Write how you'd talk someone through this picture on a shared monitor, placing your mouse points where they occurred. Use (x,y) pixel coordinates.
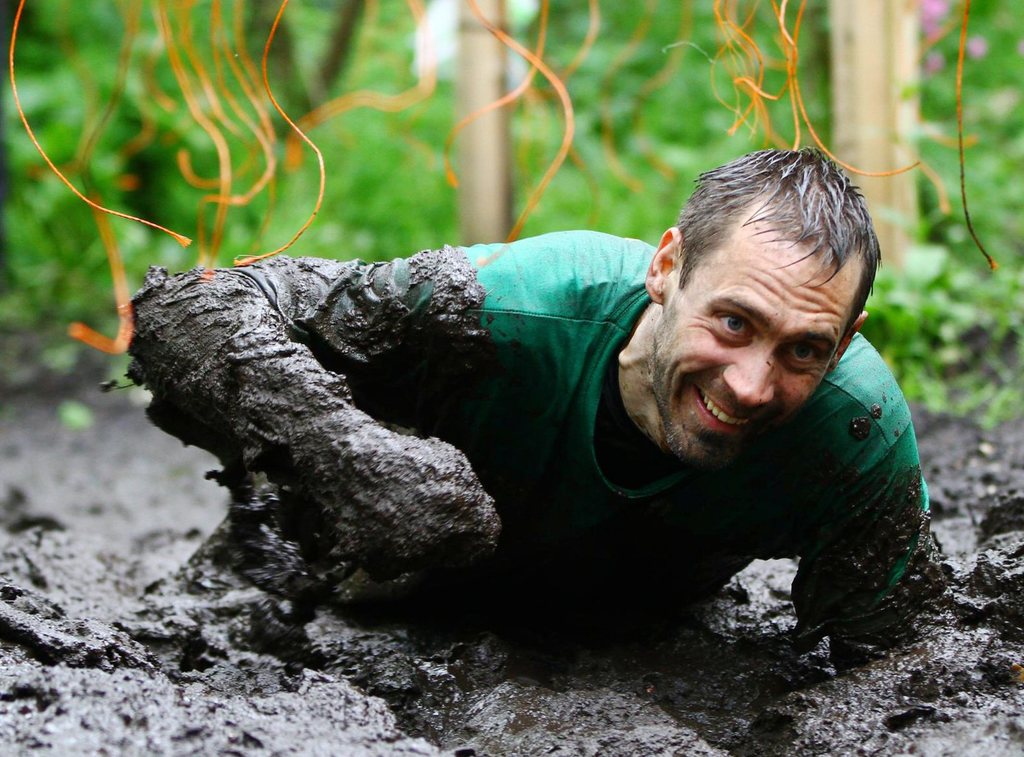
In this image we can see a person (430,399) in the mud (455,641). In the background (610,53) it is green and blur. Also there are few objects (420,96).
